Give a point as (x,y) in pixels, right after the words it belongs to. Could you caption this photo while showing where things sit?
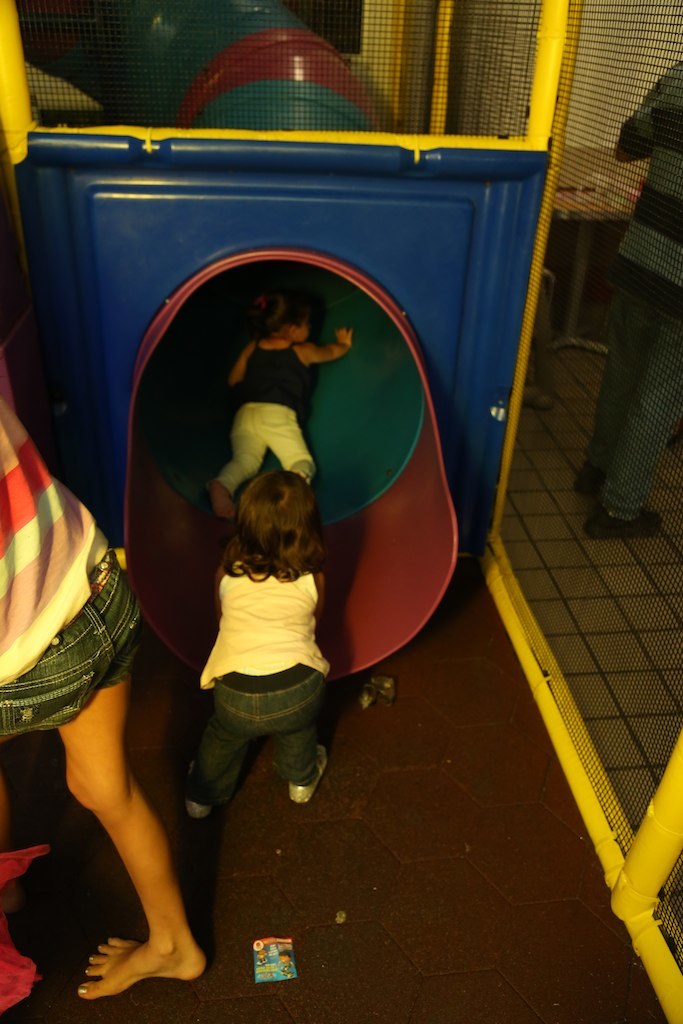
In the image in the center (315,386) there is a play area (162,145) and we can see two kids (298,594) are playing. On the left side of the image (23,536) we can see one person (46,592) standing. In the background (364,74) there is a wall (602,116), fence (566,60), table (587,223) and one person (643,223) standing.
